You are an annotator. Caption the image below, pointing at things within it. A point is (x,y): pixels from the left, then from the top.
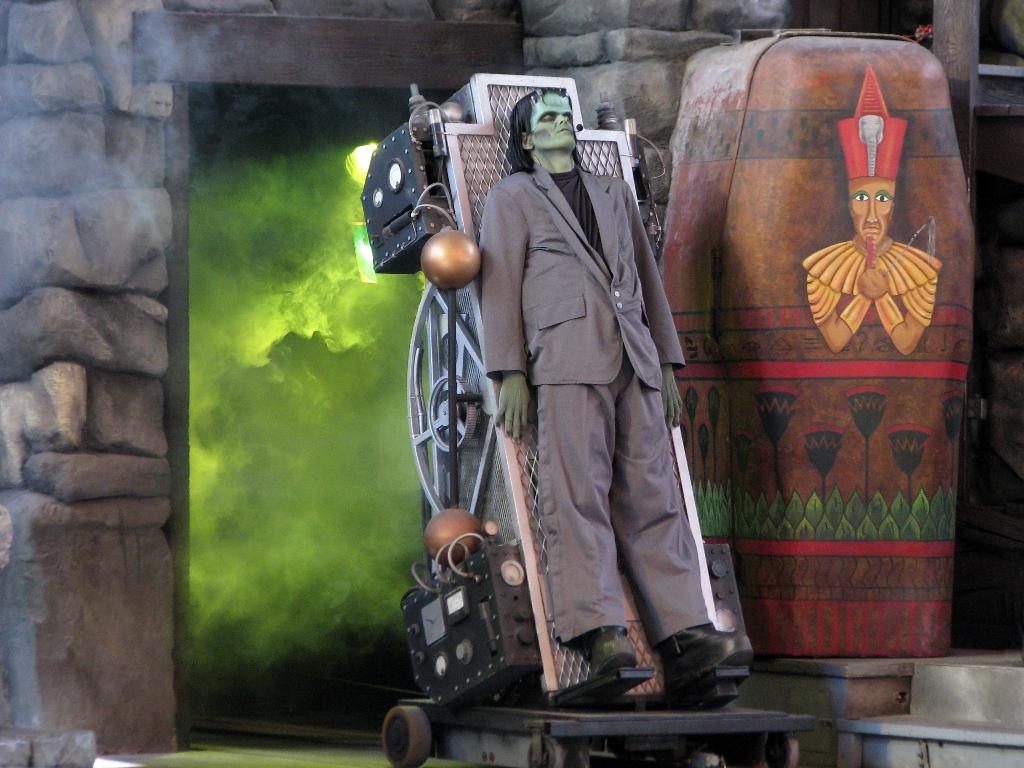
In the center of this picture (595,341) we can see a person (551,317) on an object (467,523). On the right (892,162) we can see the picture (886,126) of a person (866,197) on a brown color object (787,421) and we can see there are some objects (423,725) placed on the ground (336,732). In the background (42,247) we can see the stone wall (77,568) and the smoke (283,348).
